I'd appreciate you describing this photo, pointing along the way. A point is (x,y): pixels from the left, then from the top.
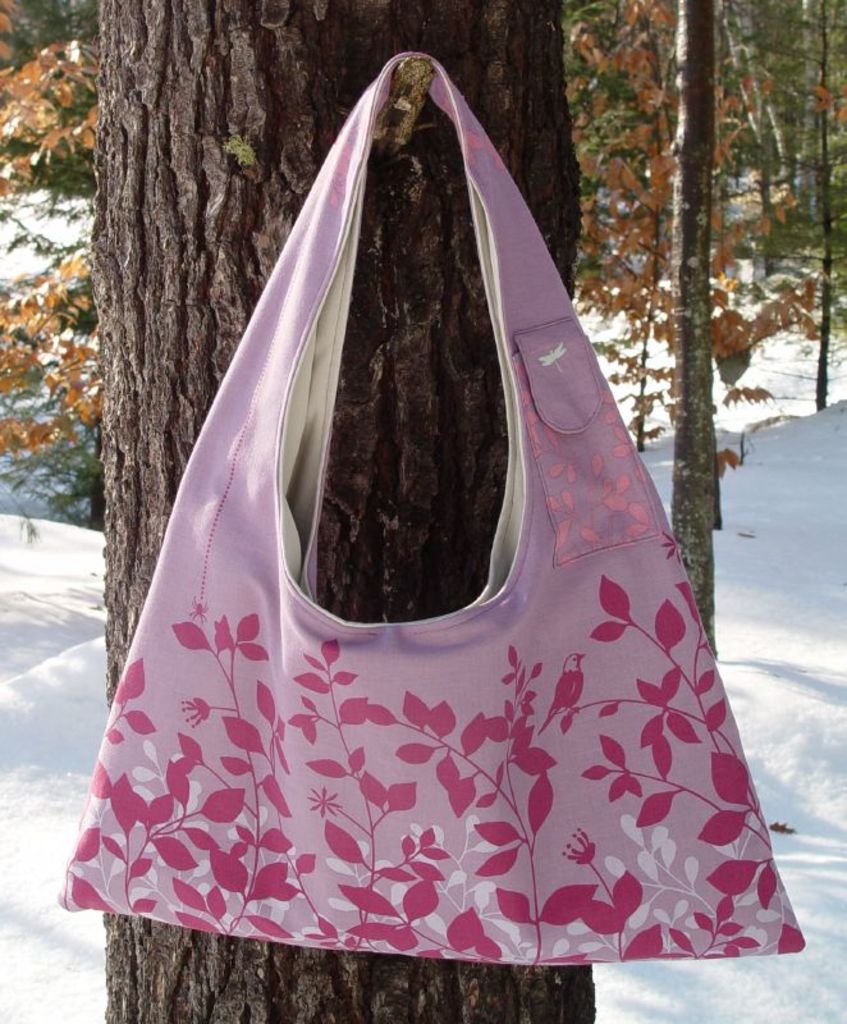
This pink color handbag (601,684) is hanging on this tree (506,146). This land (737,468) is covered with snow (836,554).
